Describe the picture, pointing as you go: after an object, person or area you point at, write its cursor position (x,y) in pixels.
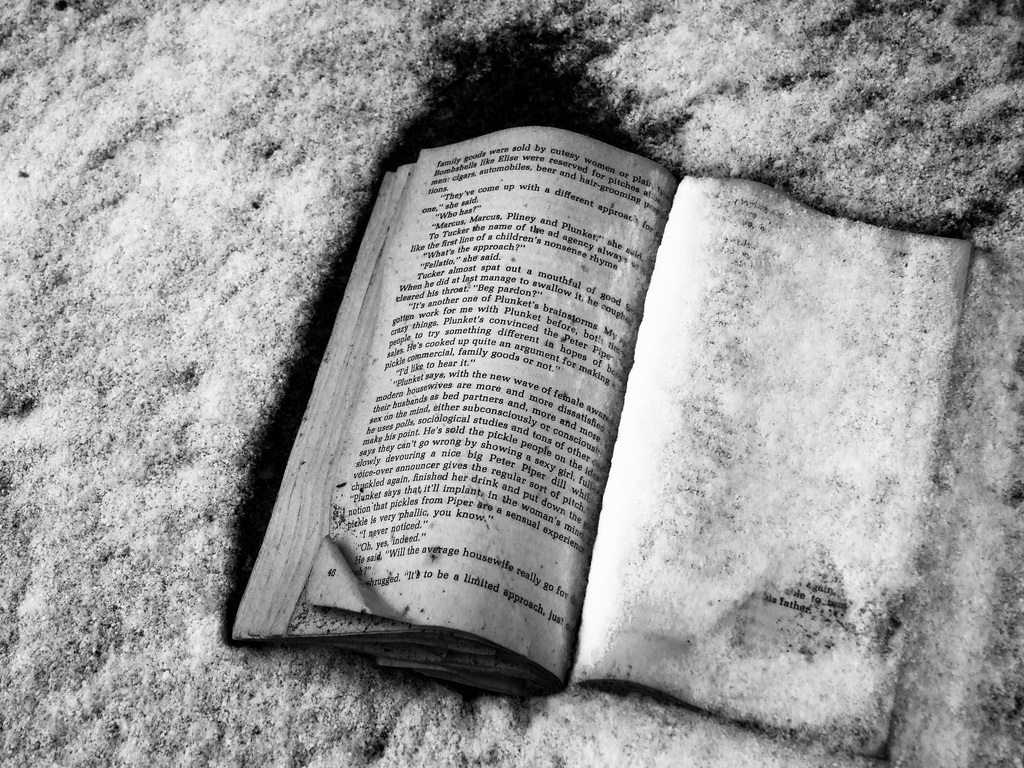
It is a black and white image. In this image we can see an open book (718,406) and the background (24,267) is not clear.
